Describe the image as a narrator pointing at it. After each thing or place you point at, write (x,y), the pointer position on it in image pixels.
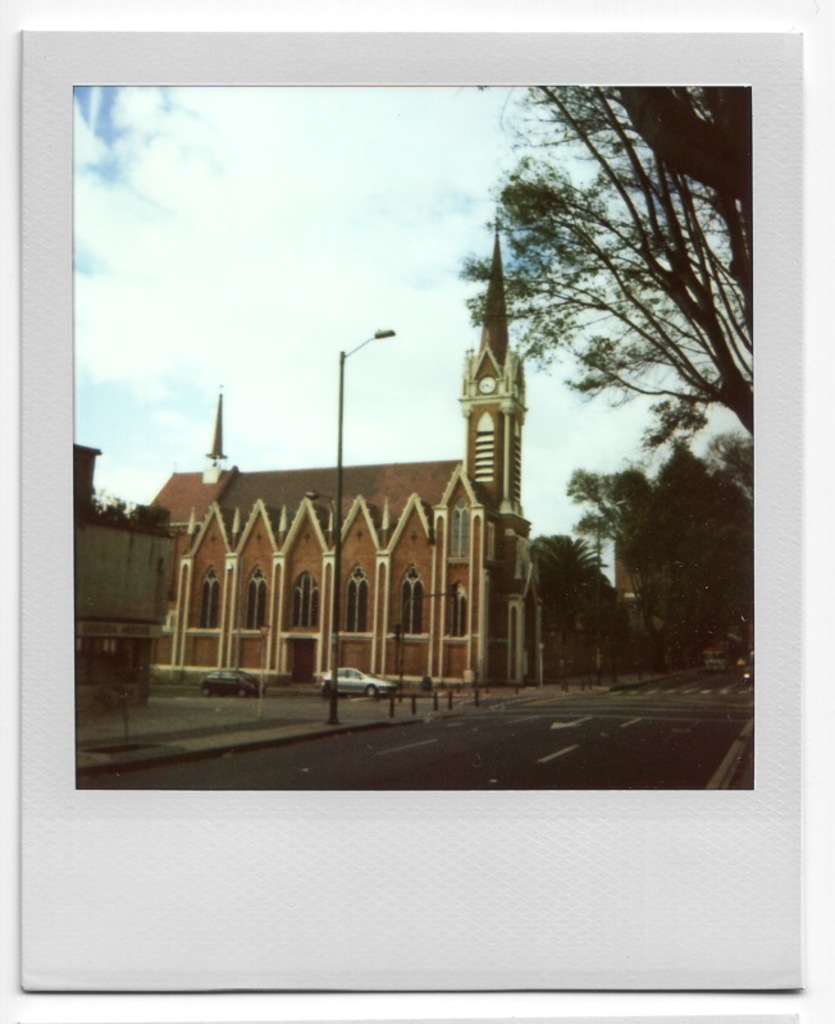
In the picture we can see a photograph of the church building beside it, we can see another building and near to it, we can see a pole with light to it and on the other side we can see some trees (604,485) and behind it we can see the sky (370,178) with clouds (395,190).
